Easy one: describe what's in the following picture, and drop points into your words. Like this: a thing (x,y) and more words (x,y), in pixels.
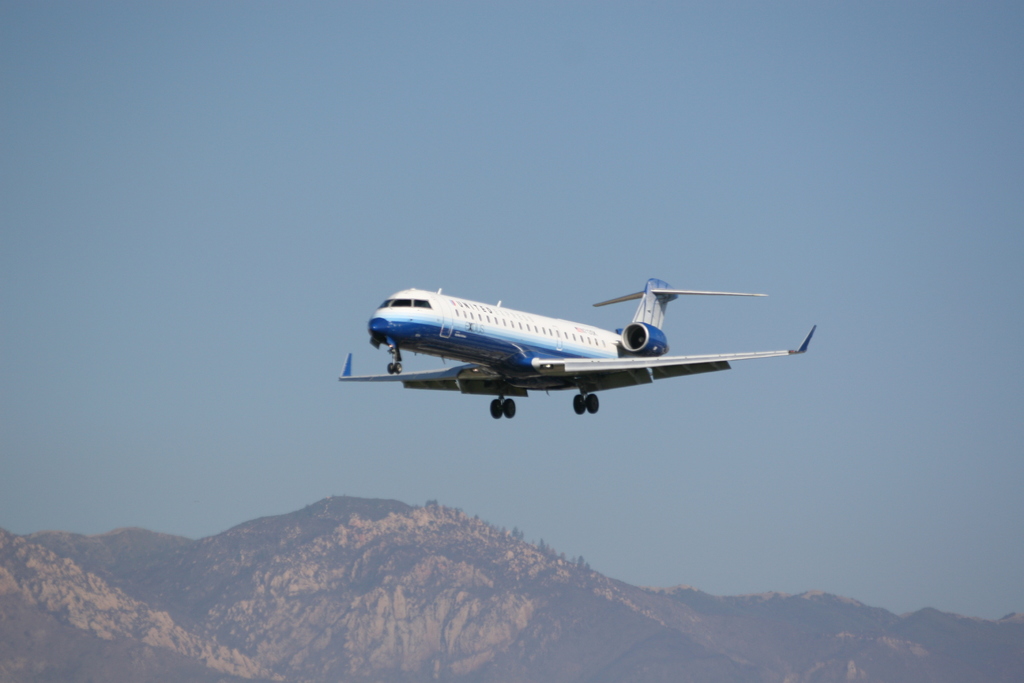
In this image I can see an aircraft (535,329) which is white and blue in color is flying in the air (621,412). In the background (447,542) I can see few mountains (462,572) and the sky (29,149).
